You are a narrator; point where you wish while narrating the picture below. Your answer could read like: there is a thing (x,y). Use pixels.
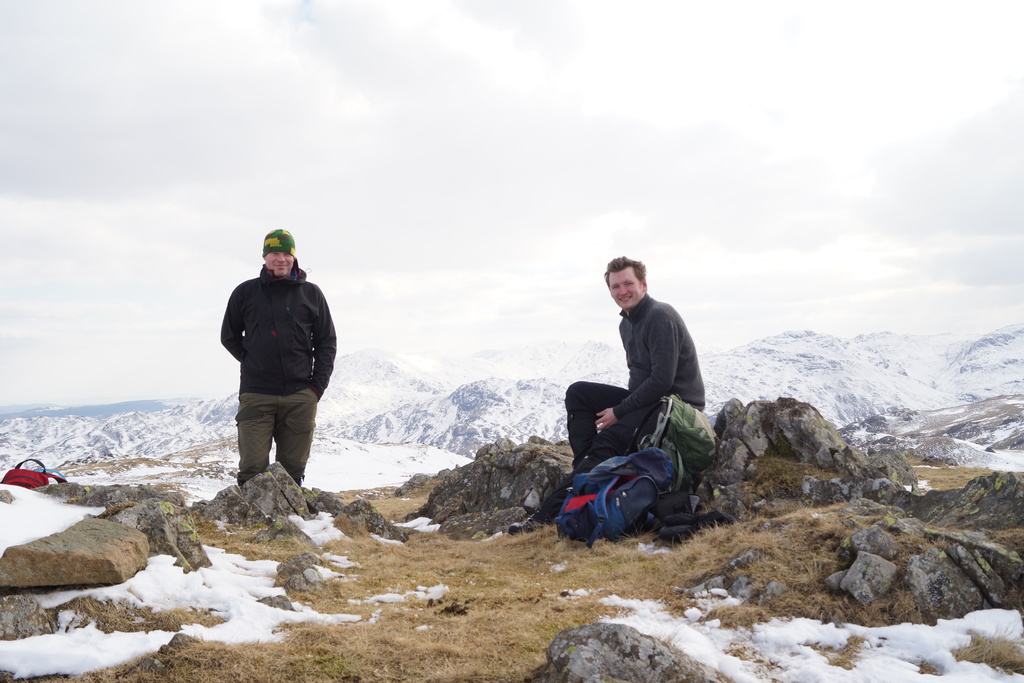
There is a person (259,358) standing and wearing a cap (280,240) and also a person (619,393) is sitting on rocks (716,490). Near to him there are bags (648,476). There are rocks (348,502). In the back (454,409) there are small hills (534,365) covered with snow (434,364). Also there is sky (246,236).
